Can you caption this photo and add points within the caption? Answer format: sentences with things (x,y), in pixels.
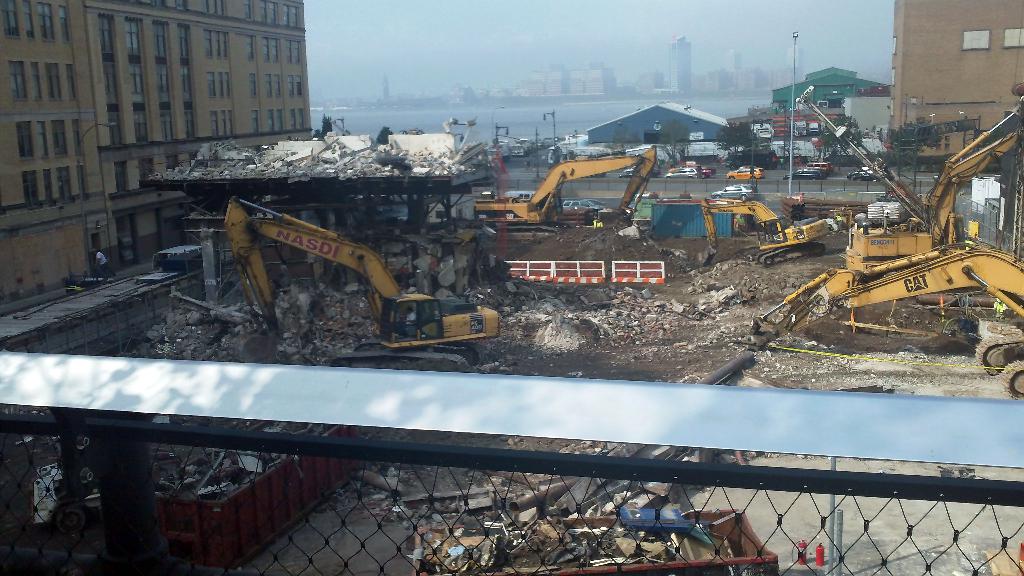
In this picture I can see fencing (411,411) in front (102,387) and in the middle of this picture (450,323) I can see few buildings (714,139), few vehicles (868,238) and I can see the road (781,179), on which there are vehicles (623,174) and I see few poles (791,160). In the background (816,86) I can see few more buildings (820,92) and I can see the sky (445,44).
